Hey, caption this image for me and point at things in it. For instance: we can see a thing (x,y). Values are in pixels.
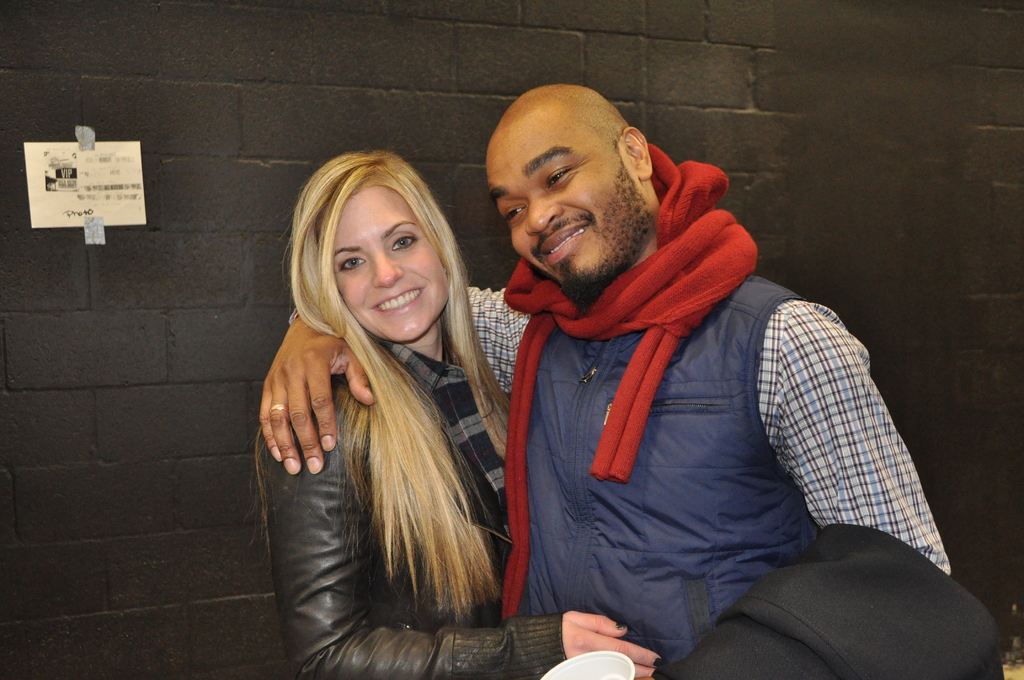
In this image, there are two people (693,373) standing. In the background (167,367), we can see the wall (233,273) with a poster (73,173).
